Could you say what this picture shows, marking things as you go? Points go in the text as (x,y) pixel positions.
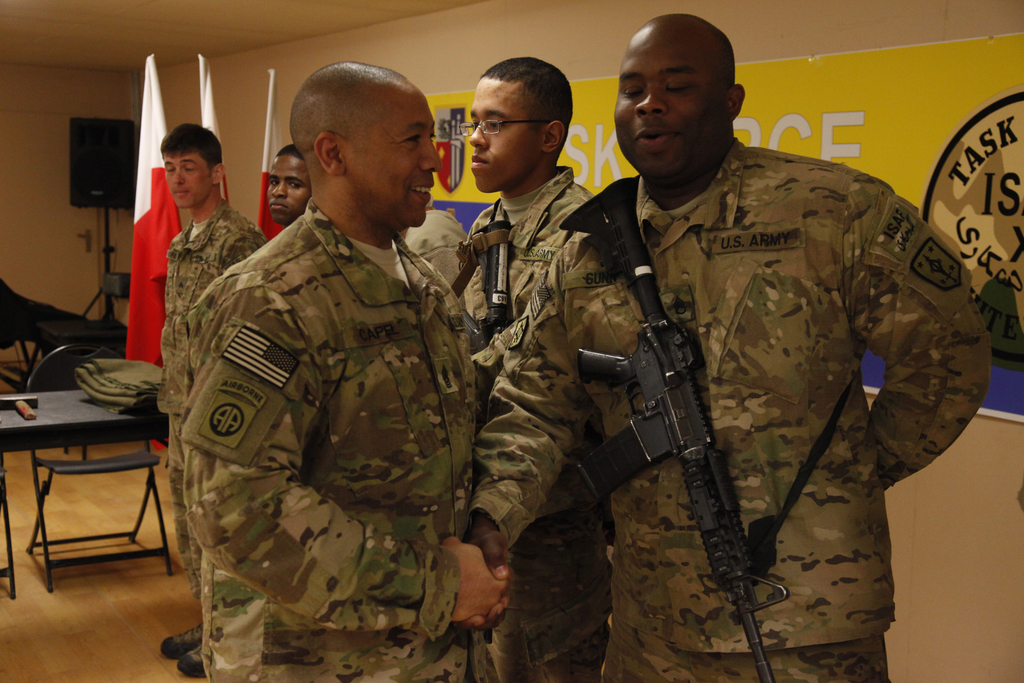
In this image I can see few persons (366,407) wearing uniforms (441,382) are standing. I can see two of them are wearing guns (501,288) which are black in color. In the background (90,428) I can see the black colored table (102,433) with few objects (136,395) on it, a chair (72,387), the wall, the ceiling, few flags (148,171) and a huge banner (869,160) attached to the wall (566,35).
